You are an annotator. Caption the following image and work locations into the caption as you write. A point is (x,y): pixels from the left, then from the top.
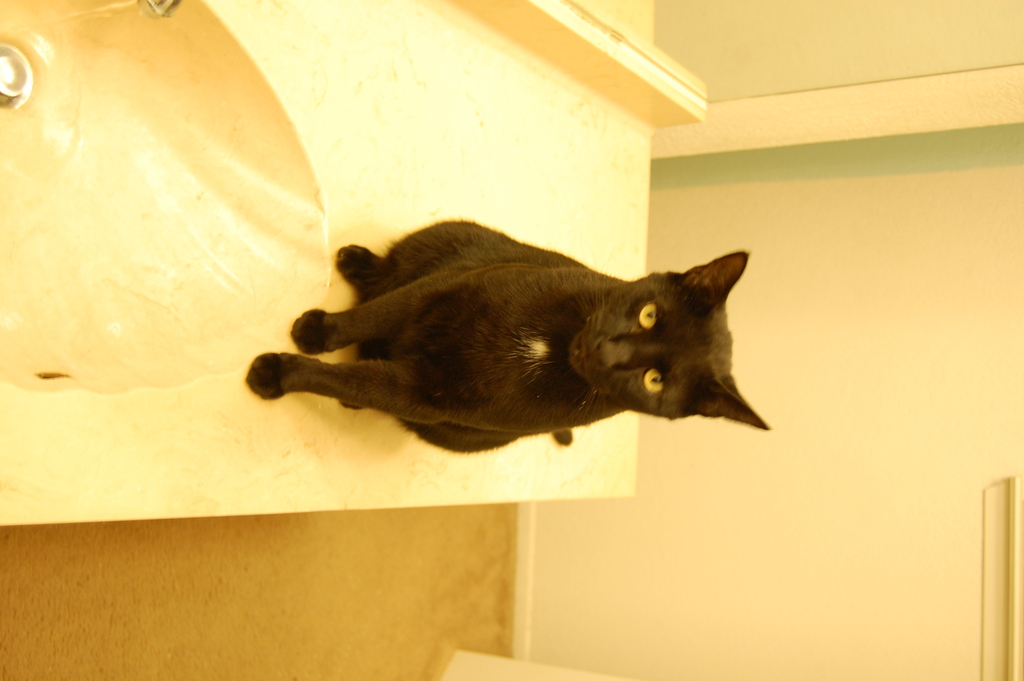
In this image we can see a cat (484,333) beside a sink (200,267). On the right side (956,361) we can see a wall (908,322).
